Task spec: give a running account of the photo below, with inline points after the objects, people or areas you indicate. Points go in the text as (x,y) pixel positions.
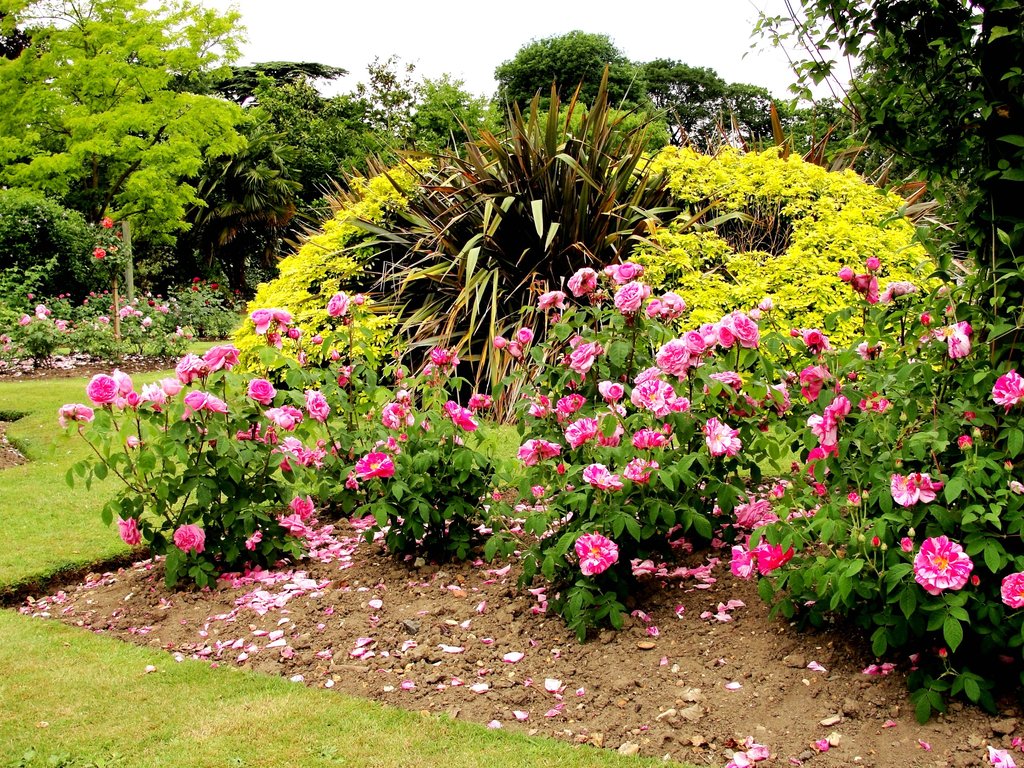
In this picture I can see many flowers (761,513) on the plants (823,431). In the back (93,175) I can see the trees (112,169), plants (30,277) and grass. At the top (487,11) I can see the sky (341,94).
